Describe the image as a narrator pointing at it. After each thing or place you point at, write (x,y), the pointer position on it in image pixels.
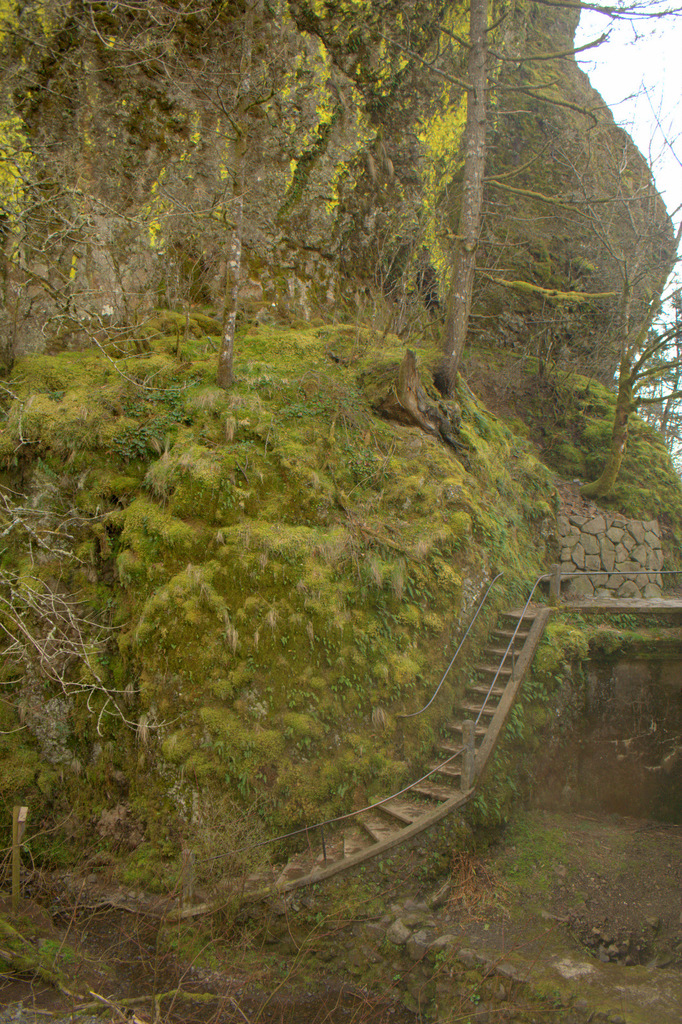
It is a hill (324,443), there are green trees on this, In the middle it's a staircase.
